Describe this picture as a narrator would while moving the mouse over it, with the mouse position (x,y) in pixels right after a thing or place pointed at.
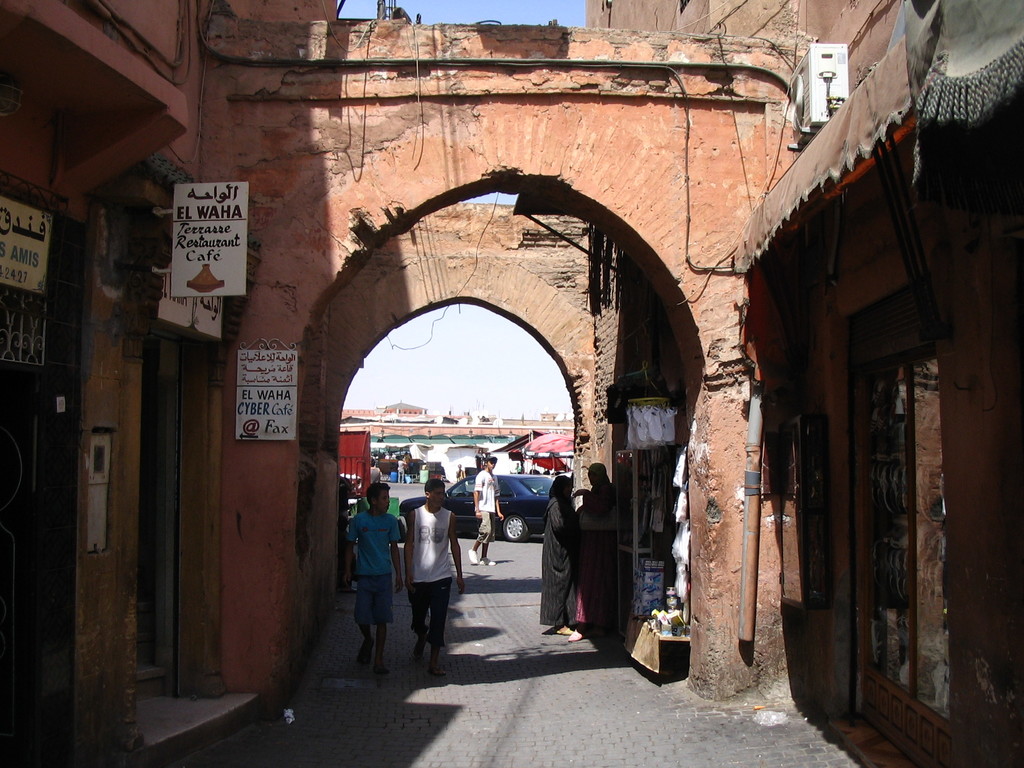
At the bottom (578,528) I can see a crowd (561,523) and vehicles (532,533) on the road (477,701). In the background (454,426) I can see buildings (131,372), restaurants (203,378), tents (446,440) and the sky (457,394). This image is taken during a day.
